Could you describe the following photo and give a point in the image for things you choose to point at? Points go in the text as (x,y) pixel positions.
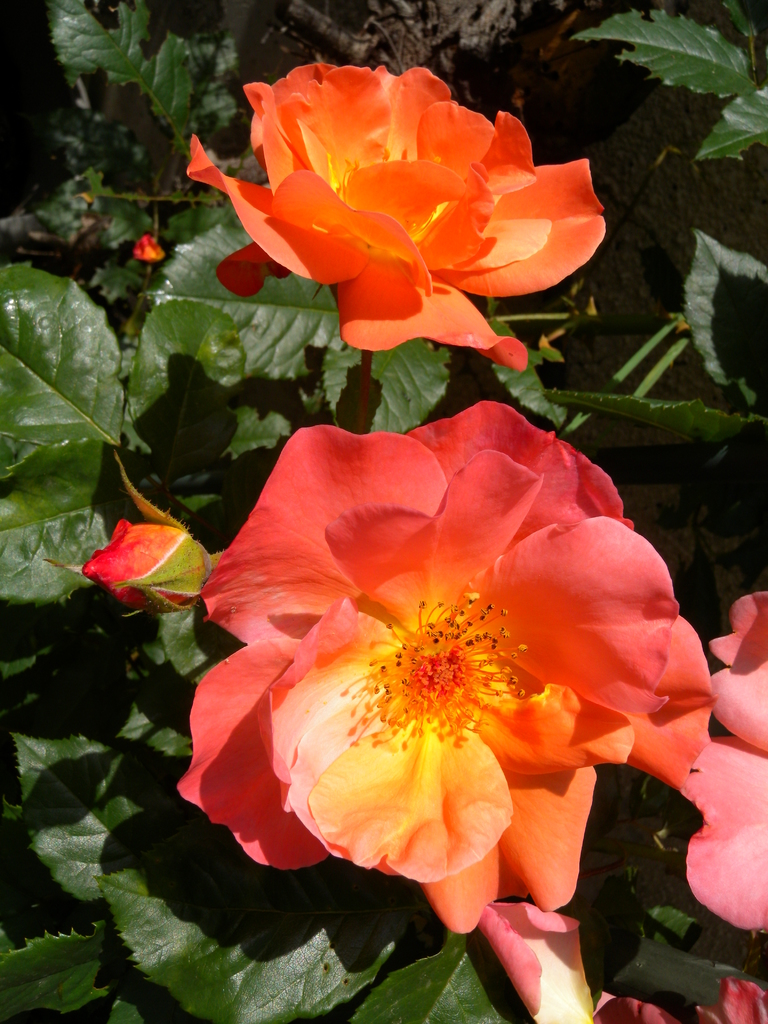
In this image, we can see plants (380,144) with flowers (480,845) and buds (196,536).
